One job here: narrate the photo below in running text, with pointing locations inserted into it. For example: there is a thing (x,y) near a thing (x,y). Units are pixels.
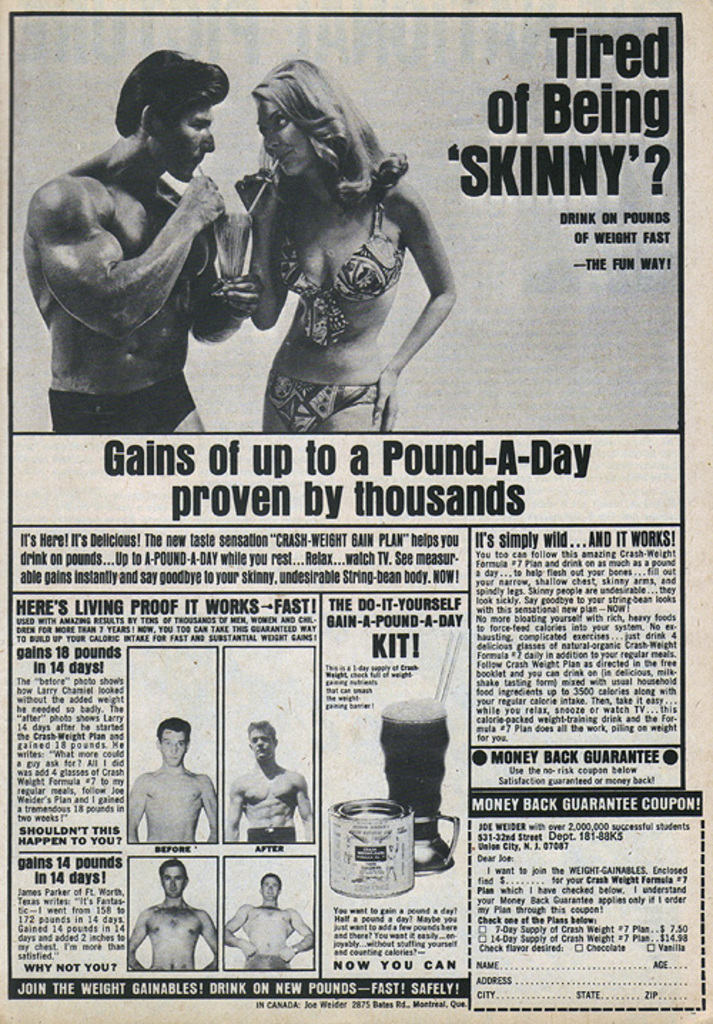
In this image I can see a news paper (570,284), on the newspaper (586,284) I can see person images (79,335) and text (559,712).
